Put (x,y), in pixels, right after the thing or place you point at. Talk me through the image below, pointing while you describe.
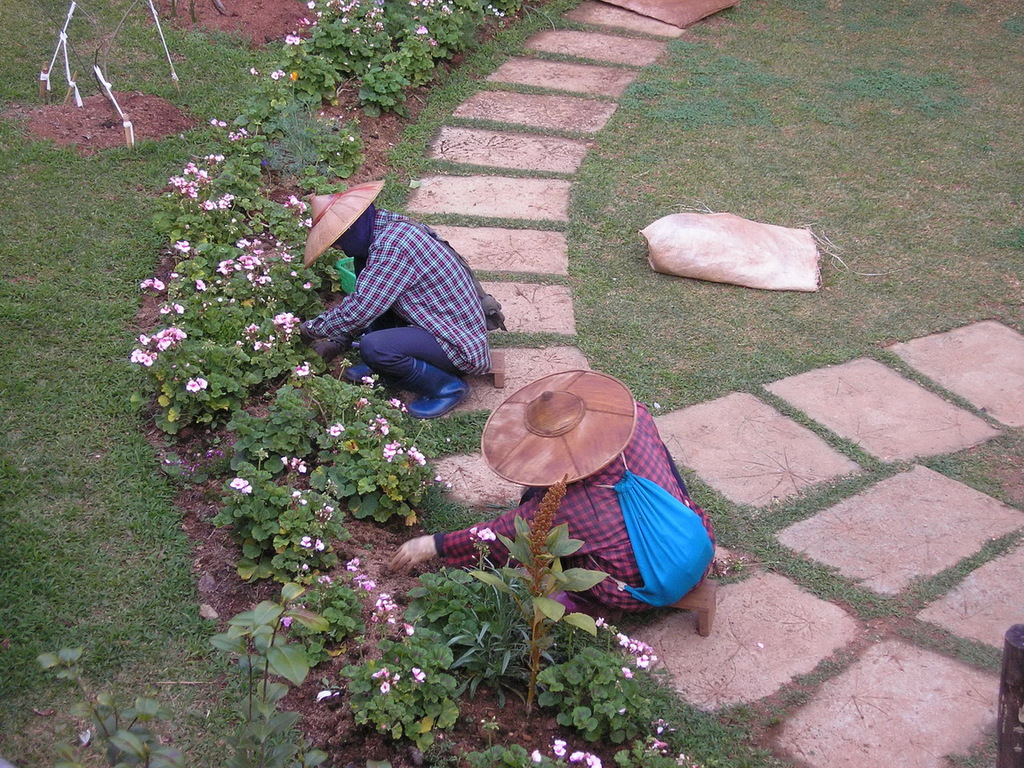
In the middle of the image (648,477) two persons (603,546) are sitting and holding plants (157,348). Behind them there are some plants (328,147) and grass (846,494).
